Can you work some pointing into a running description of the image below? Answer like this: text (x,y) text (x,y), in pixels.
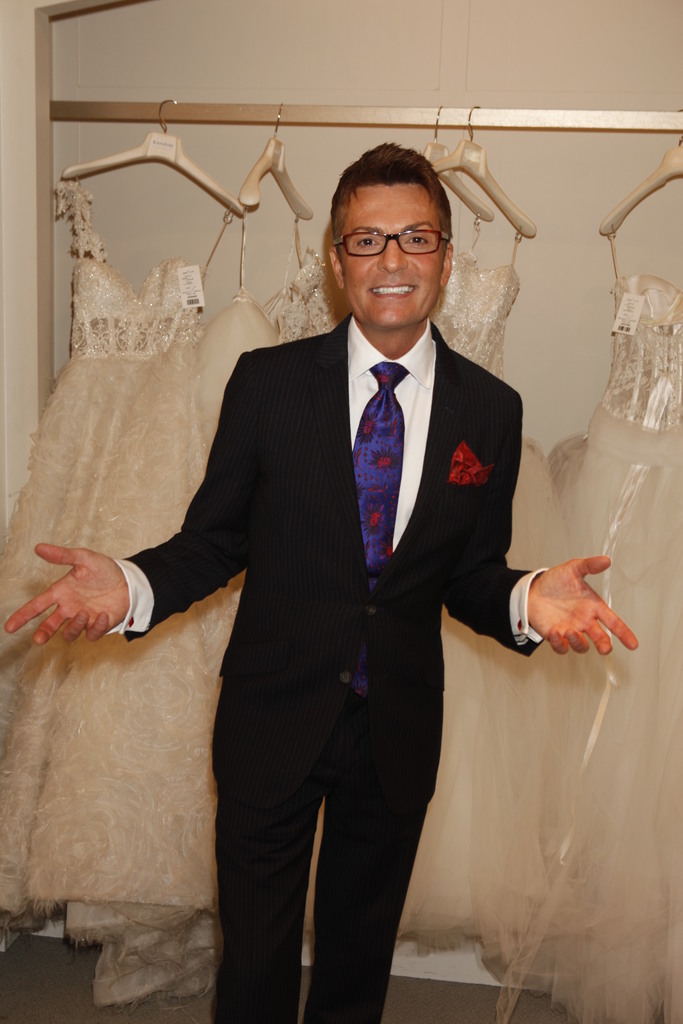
In this picture we can see a man (418,328), he is smiling and he wore spectacles (438,241), in the background (208,342) we can find few clothes (184,323) and hangers (143,143).
